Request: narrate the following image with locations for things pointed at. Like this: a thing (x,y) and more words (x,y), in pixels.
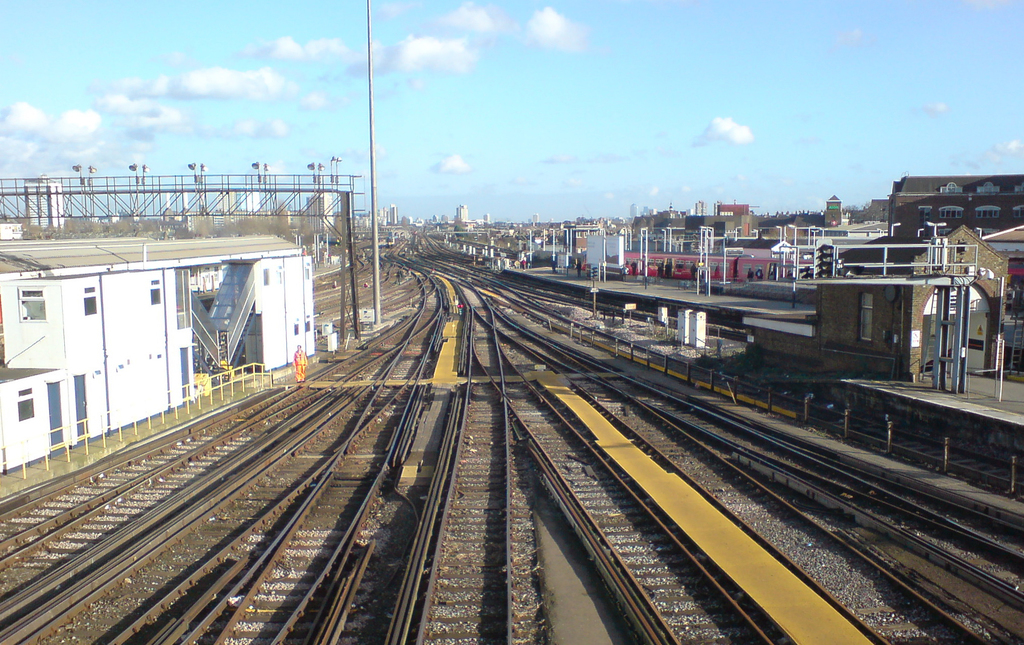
In the image we can see these are the train tracks (484,493) and a station (860,368). There is a pole (378,244), light (144,176) and a cloudy sky (136,147). We can even see there is a building (956,205) and windows (985,209) of the building (943,208).
